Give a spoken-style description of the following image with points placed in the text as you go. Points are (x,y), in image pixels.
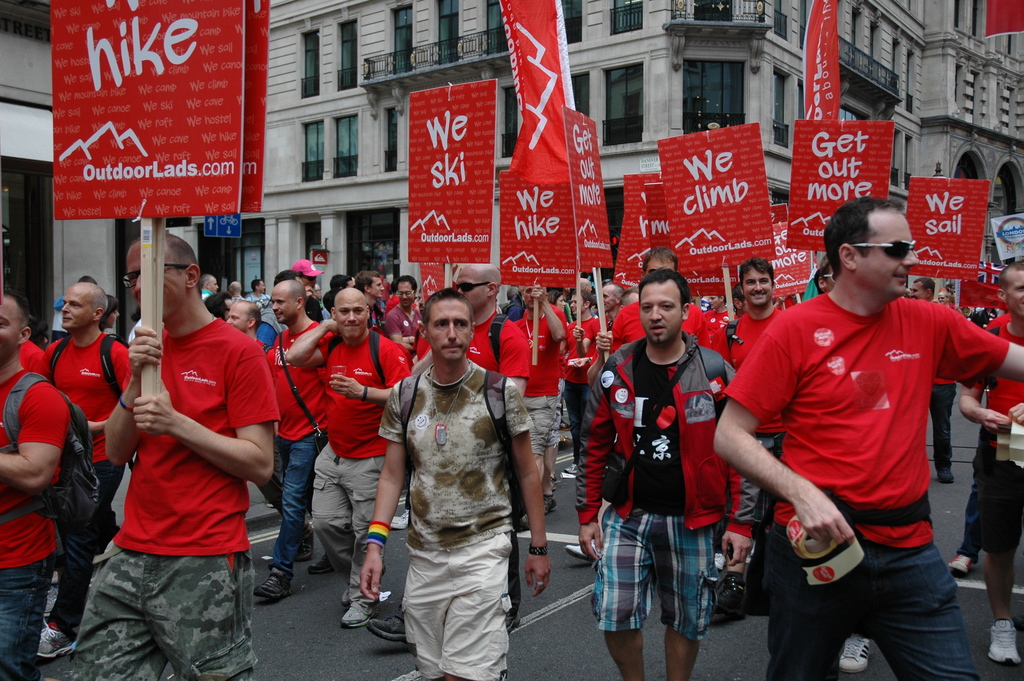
In this picture I see number of people (421,535) on path (275,629) and I see few of them are holding boards (579,135) in their hands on which there is something written. In the background (294,100) I see the buildings (774,198) and I see the banners (521,51).
